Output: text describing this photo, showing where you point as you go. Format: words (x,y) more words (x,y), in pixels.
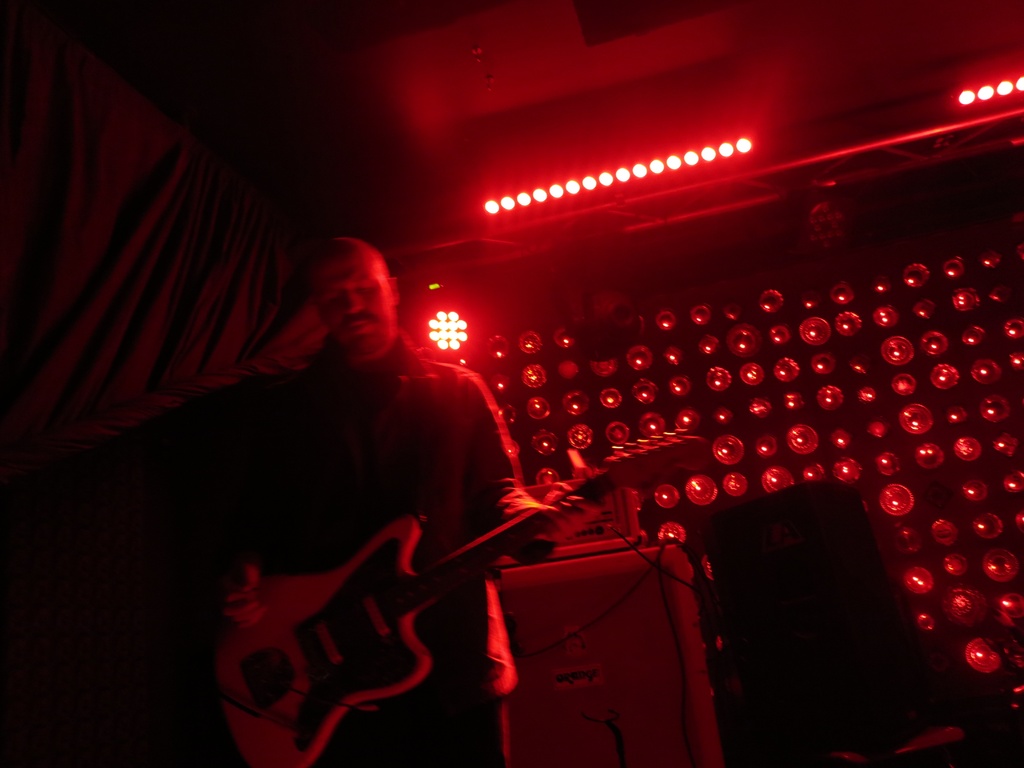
In this image in the center (387,396) there is one person (438,682) who is standing and he is holding a guitar (245,672) and playing, in the background (832,549) there are some lights (978,372) and some boxes (726,581) and wires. And on the left side (87,254) there is a curtain (82,246).
